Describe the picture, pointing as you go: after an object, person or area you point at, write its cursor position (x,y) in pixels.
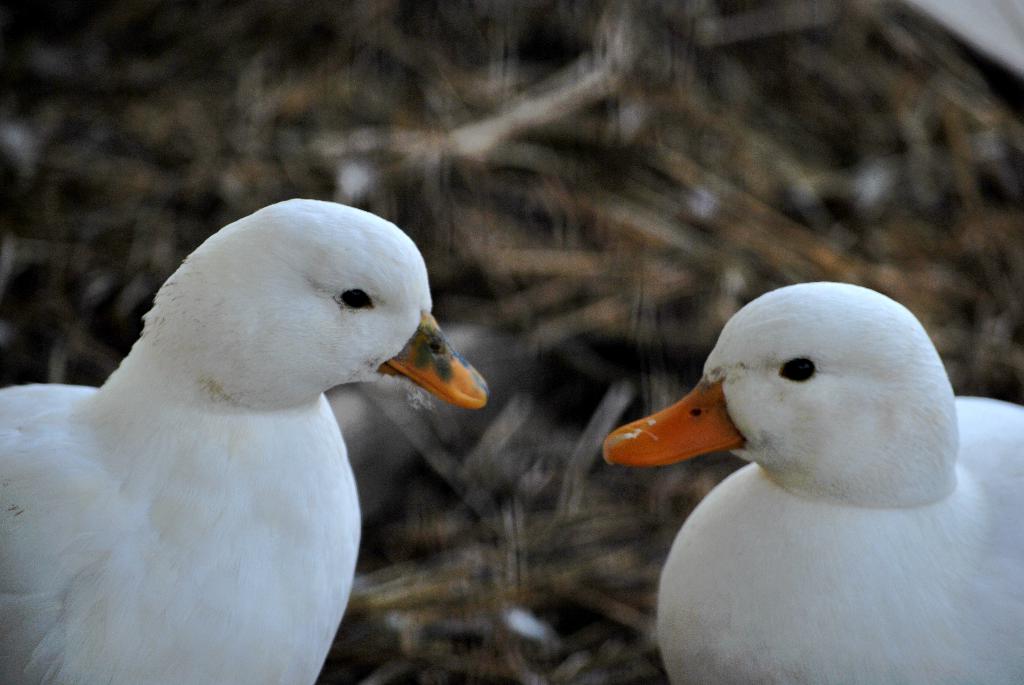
In this image we can see two birds (789,509) and a blurry background (585,312).
